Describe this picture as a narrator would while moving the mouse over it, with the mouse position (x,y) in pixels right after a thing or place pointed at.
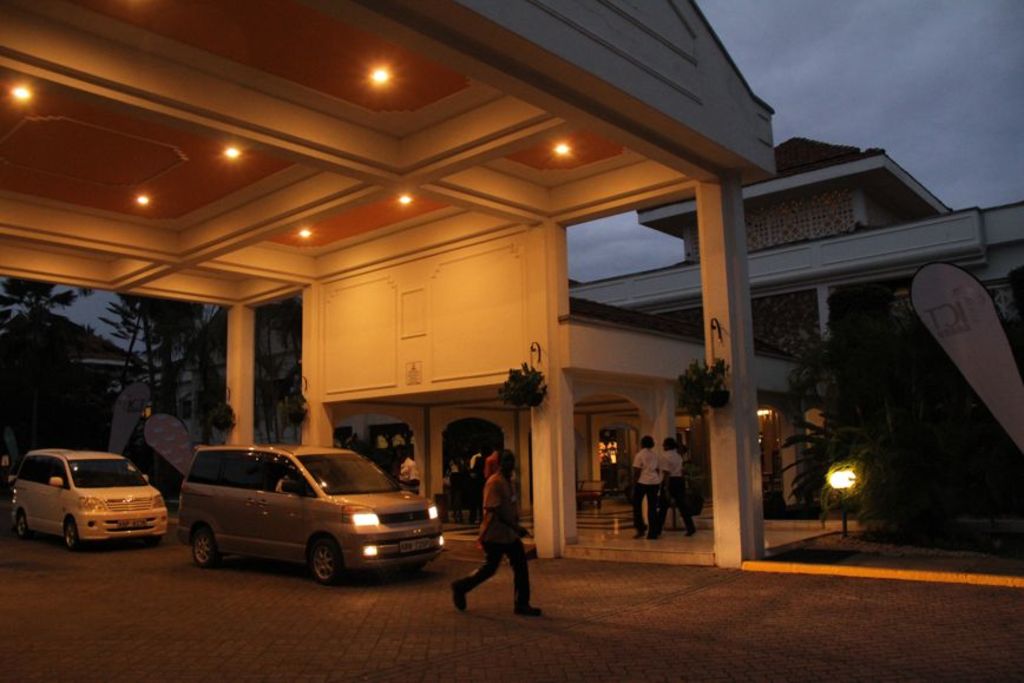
In this picture we can see a building (690,299) here, on the left side (277,534) there are two cars (434,519), we can see some people (650,472) walking here, there is a light (840,474) and a tree (912,431) on the right side (898,445), we can see the sky (967,72) at the right top of the picture (958,49).
